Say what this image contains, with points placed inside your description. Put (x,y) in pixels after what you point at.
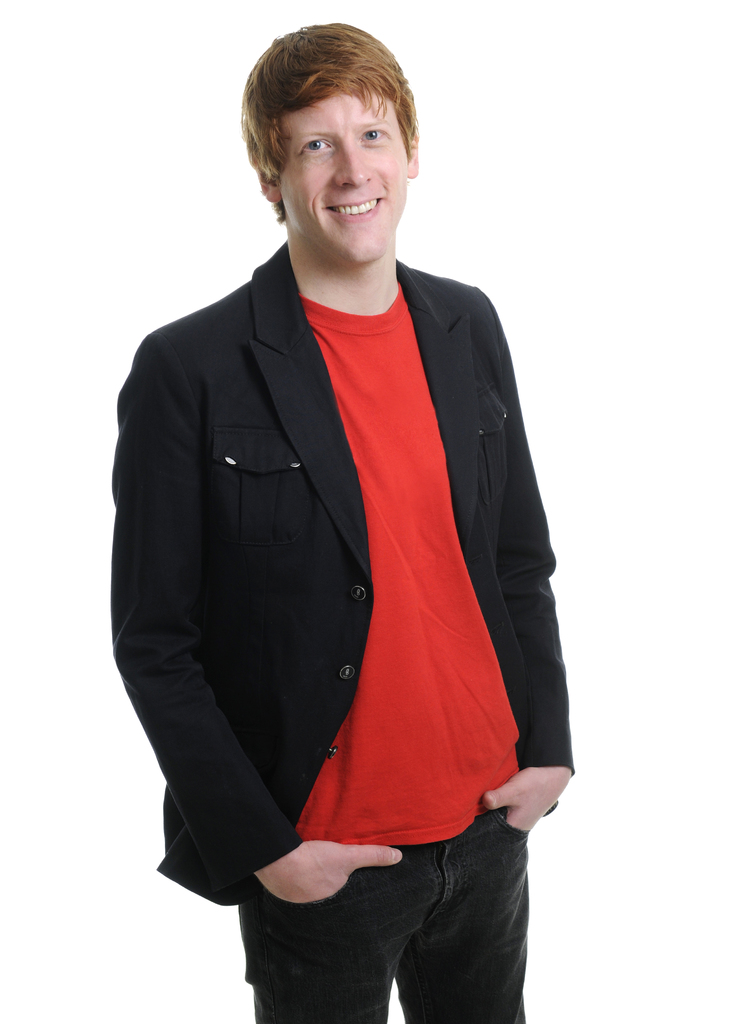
In the middle of the image (315,589) we can see a man (337,566), he is standing and he is smiling.
